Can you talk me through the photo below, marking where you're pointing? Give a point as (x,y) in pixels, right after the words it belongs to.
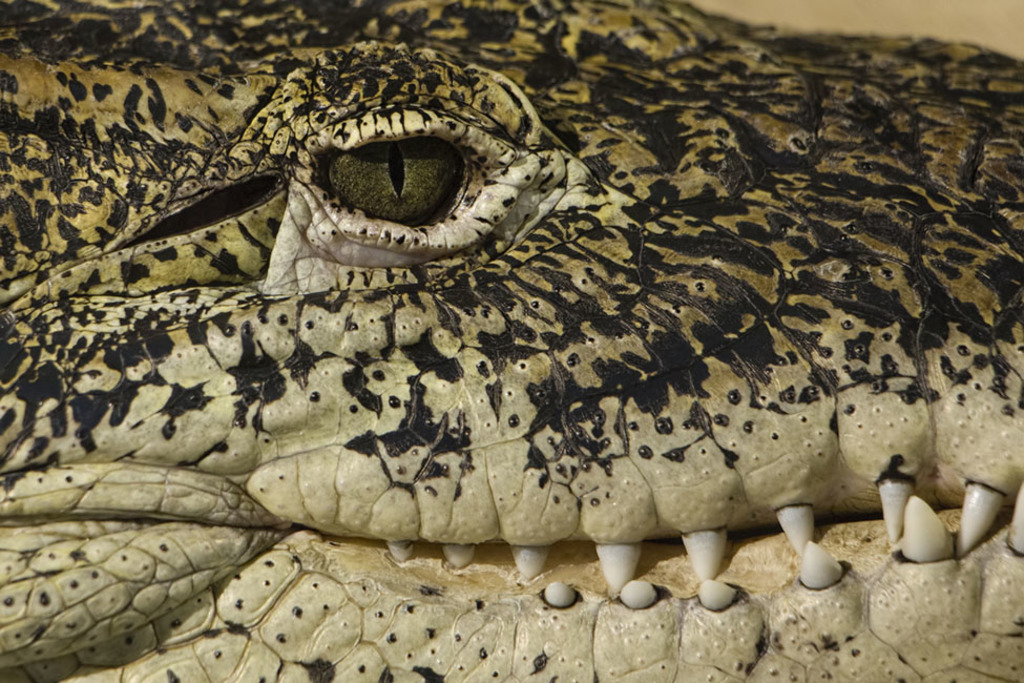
Here in this picture we can see a crocodile (1020,316) present, we can see its eye (408,158) and teeth (977,530) present over there.
